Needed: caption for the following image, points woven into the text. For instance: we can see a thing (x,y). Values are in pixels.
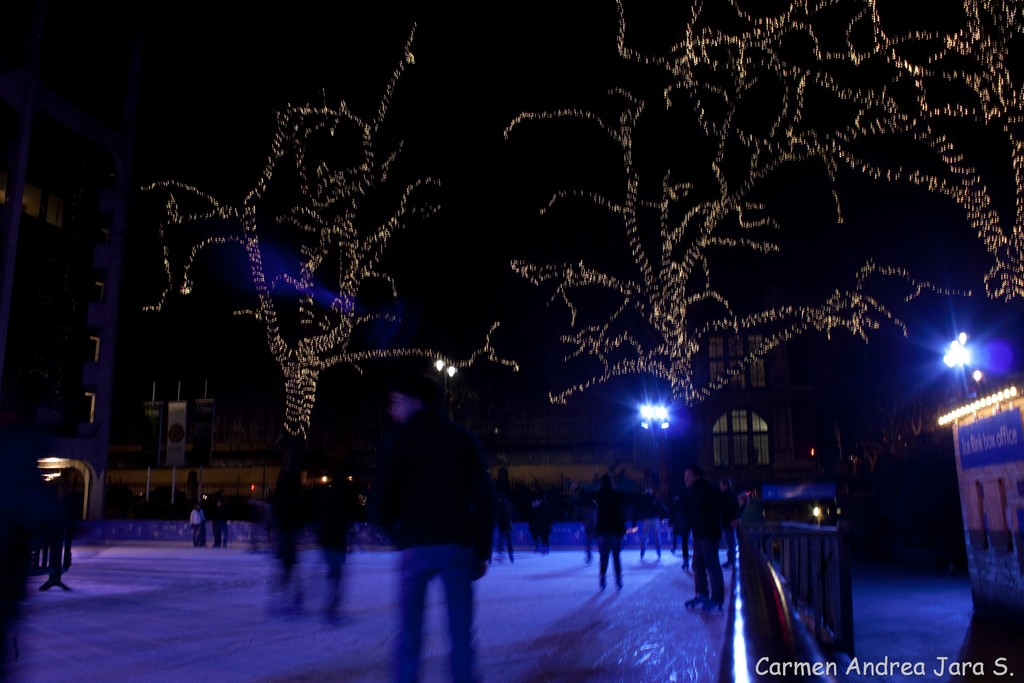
In this image I can see number of people (413,596) are standing. I can also see trees (772,309), buildings (30,296), few lights (1000,398) and here I can see something is written. I can also see this image is little bit in dark and this image a little bit blurry.
